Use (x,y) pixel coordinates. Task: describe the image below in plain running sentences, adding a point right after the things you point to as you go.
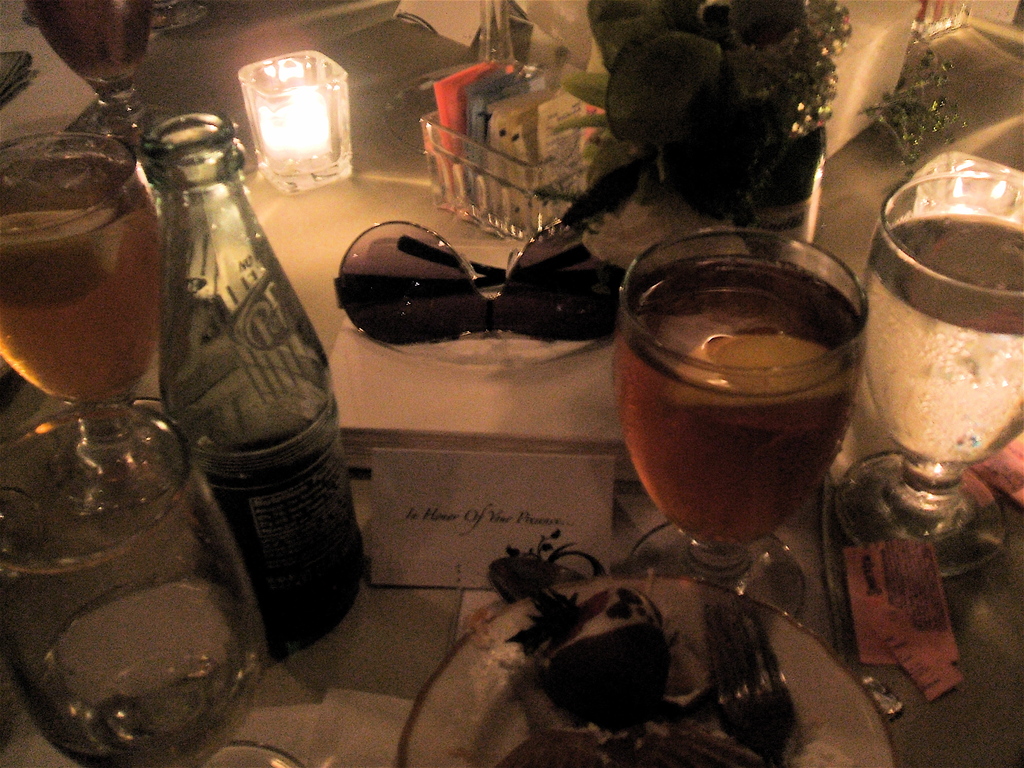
In this image I can see glasses (755,447), bottles (279,406) and other objects (486,331) on a table (704,223).
